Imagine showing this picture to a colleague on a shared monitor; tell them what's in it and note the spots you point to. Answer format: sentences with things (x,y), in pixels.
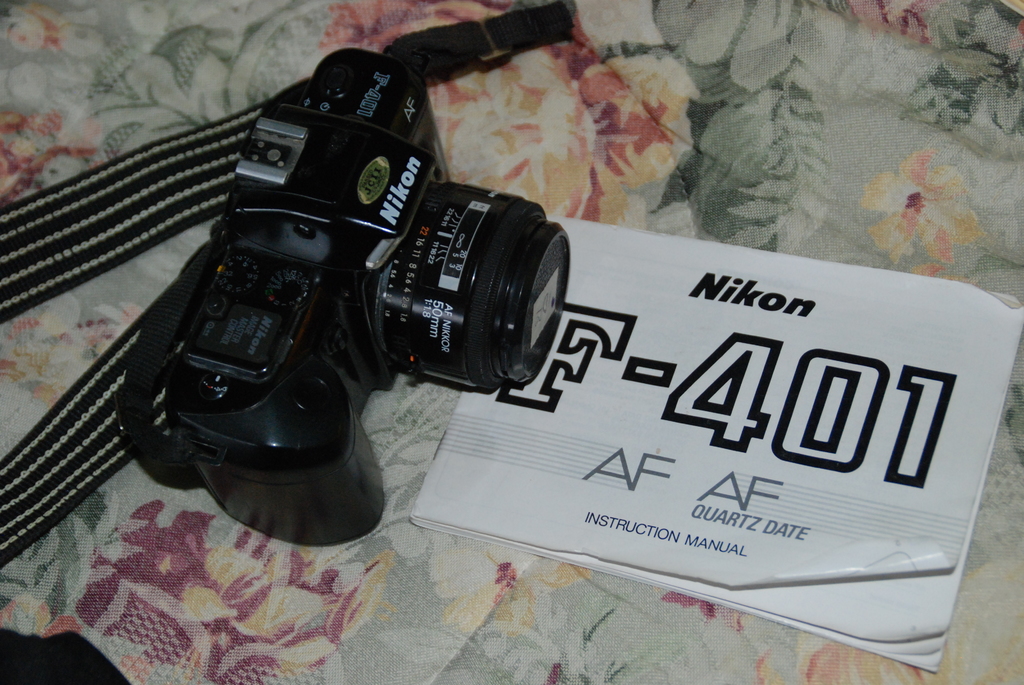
In this image we can see a camera (448,202) and a book (664,355) in front of the camera (459,196) on the cloth (669,184).
